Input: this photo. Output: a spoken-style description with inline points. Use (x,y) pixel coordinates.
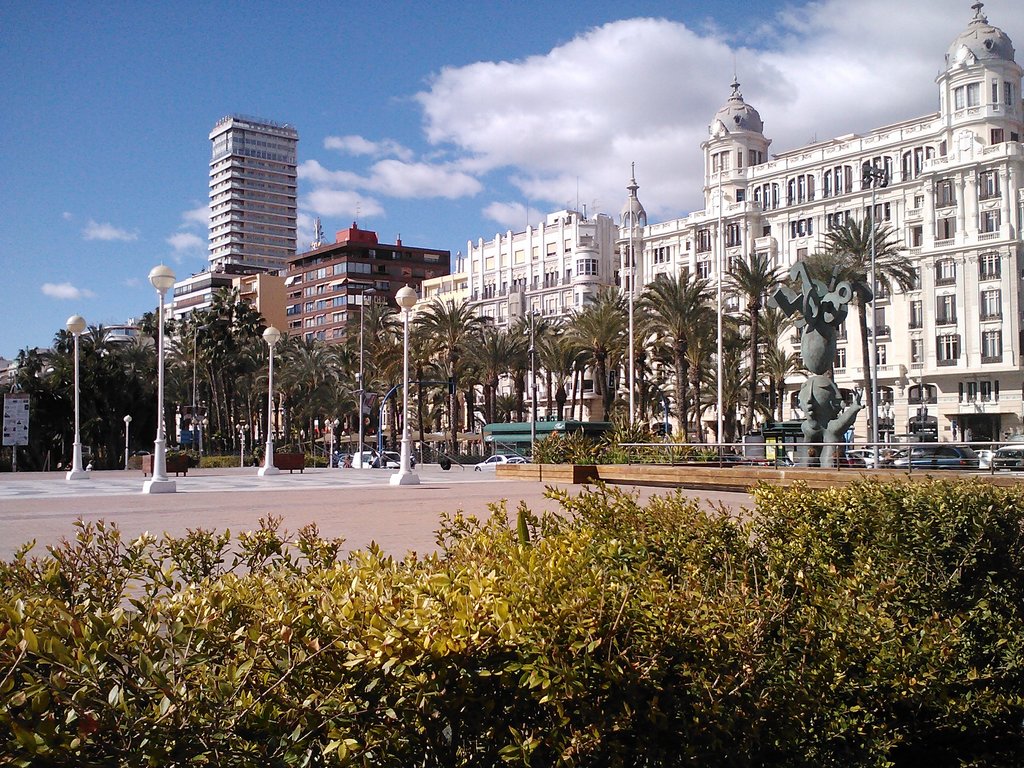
In this image, we can see trees (122,404), poles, lights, board (12,410), plants (569,564), walkway (427,503) and few objects (293,466). Background (14,324) we can see vehicles (968,465), buildings (1012,286), walls (1016,379), windows (988,308) and cloudy sky (519,165).
